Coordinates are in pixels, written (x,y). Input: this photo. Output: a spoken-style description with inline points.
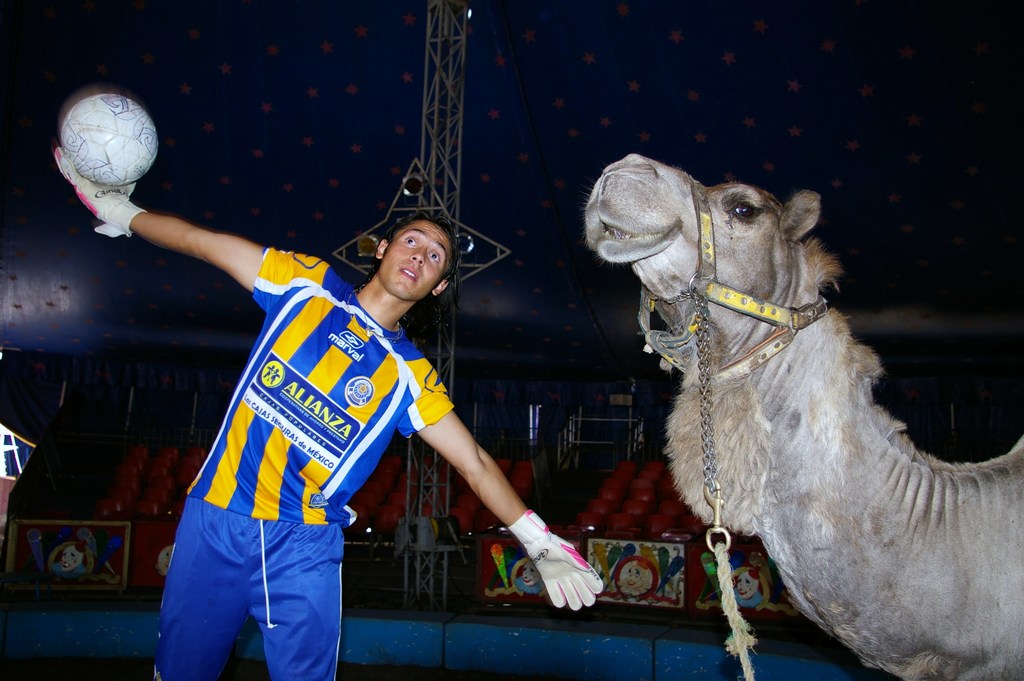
In this picture we can see a person (310,430) standing and holding a ball (110,155), this person (319,403) wore gloves (557,544), on the right side (726,437) there is a camel (790,463), in the background (636,506) we can see chairs (515,484) and boards (145,522), there are metal rods (437,135) in the middle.
